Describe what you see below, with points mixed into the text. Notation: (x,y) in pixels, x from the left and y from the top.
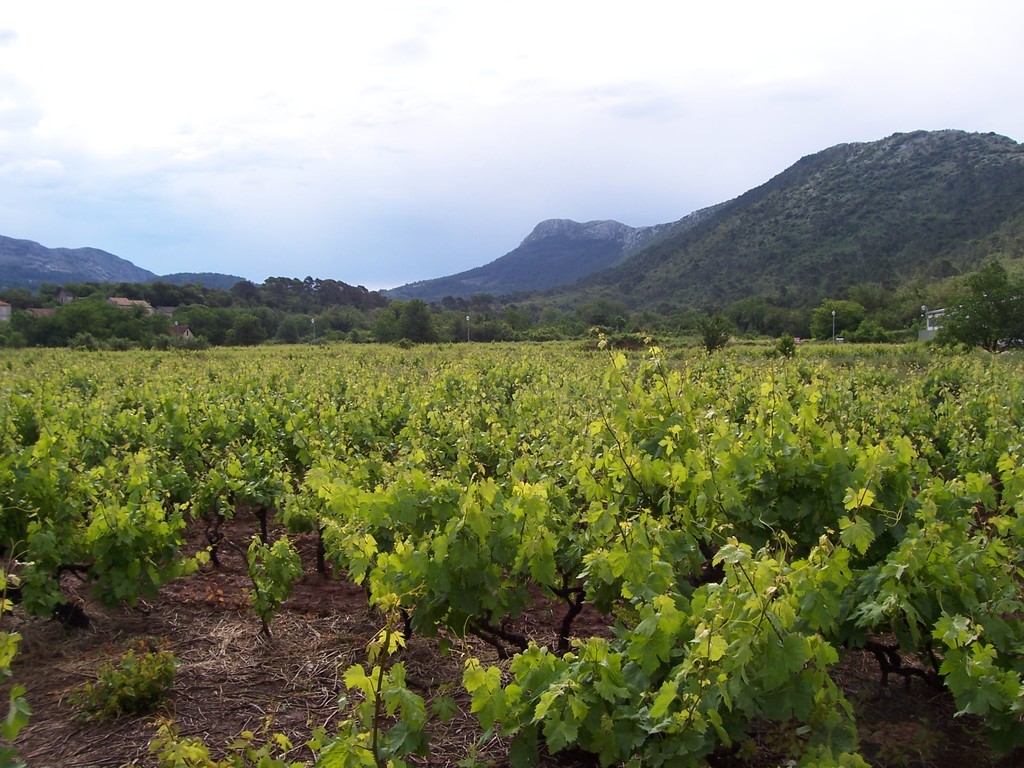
In this picture we can see few plants (643,416), trees (609,303) and hills (759,226), and also we can see clouds (356,175).
